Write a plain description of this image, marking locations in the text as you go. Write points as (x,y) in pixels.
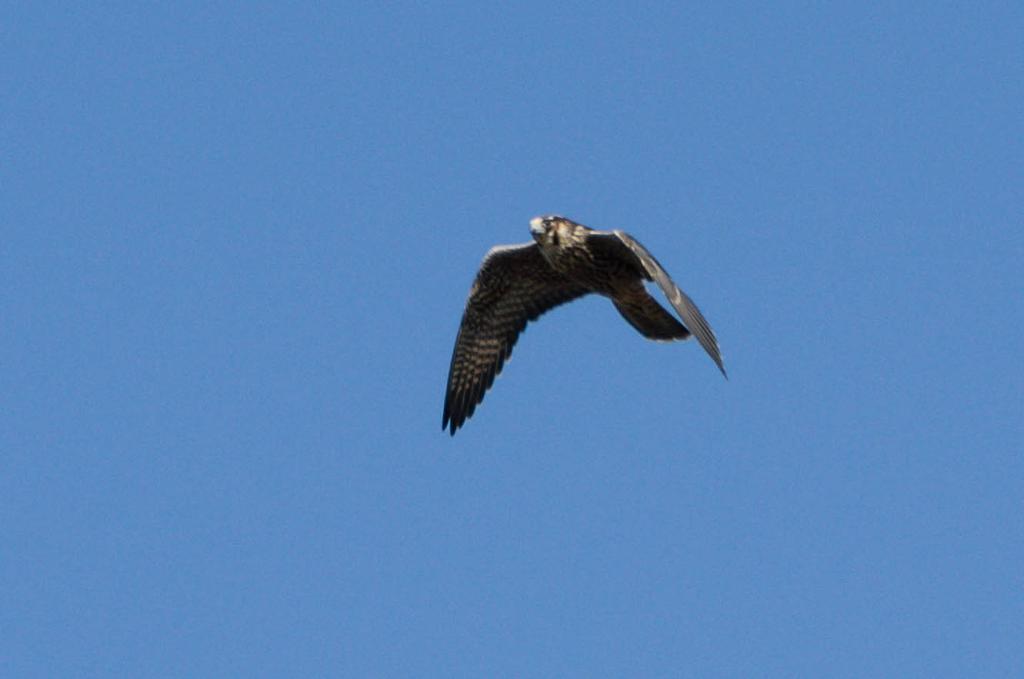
In this image there is a bird (485,337) flying in the sky (602,297).
